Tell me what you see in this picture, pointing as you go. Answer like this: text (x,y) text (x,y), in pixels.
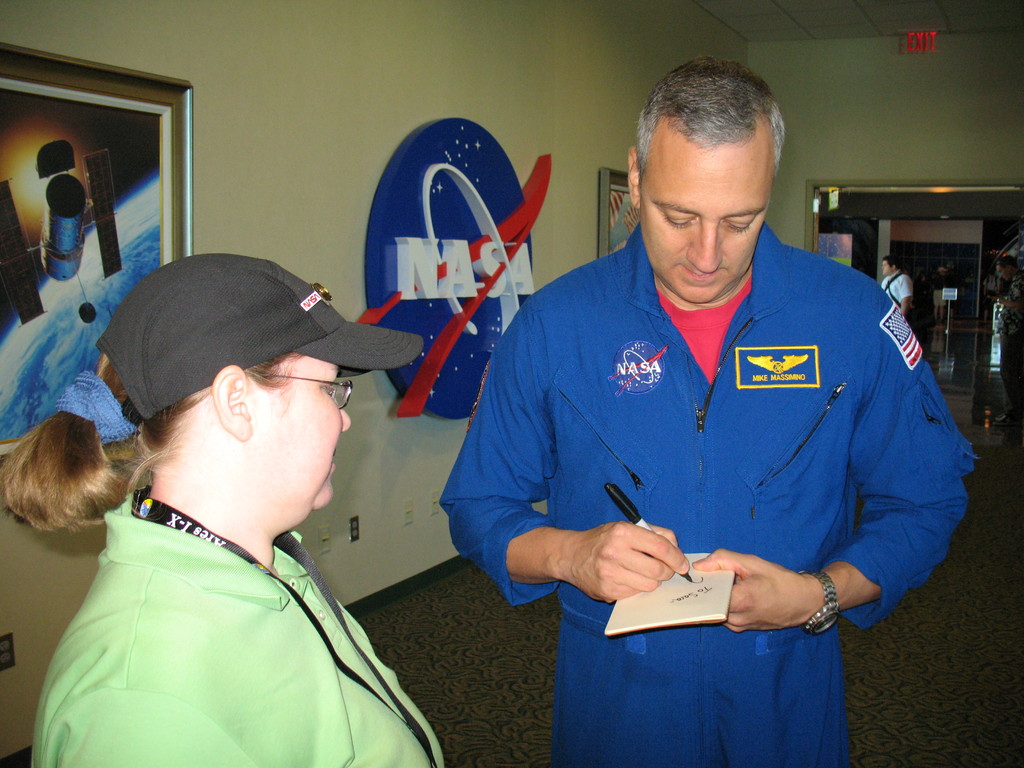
This image is taken indoors. At the bottom of the image (475,634) there is a floor (904,624). On the left side of the image (145,453) a woman (191,492) is standing on the floor (385,653). In the middle of the image (677,327) a man (638,437) is standing on the floor (1000,471) and writing on a book (705,581) with a pen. In the background (1000,101) there is a wall (991,86) with a picture frame (158,176) and a board (432,298) with text (485,240) on it. On the right side of the image (1011,313) a person (885,270) is standing on the floor (946,371) and there is a door (877,244).
